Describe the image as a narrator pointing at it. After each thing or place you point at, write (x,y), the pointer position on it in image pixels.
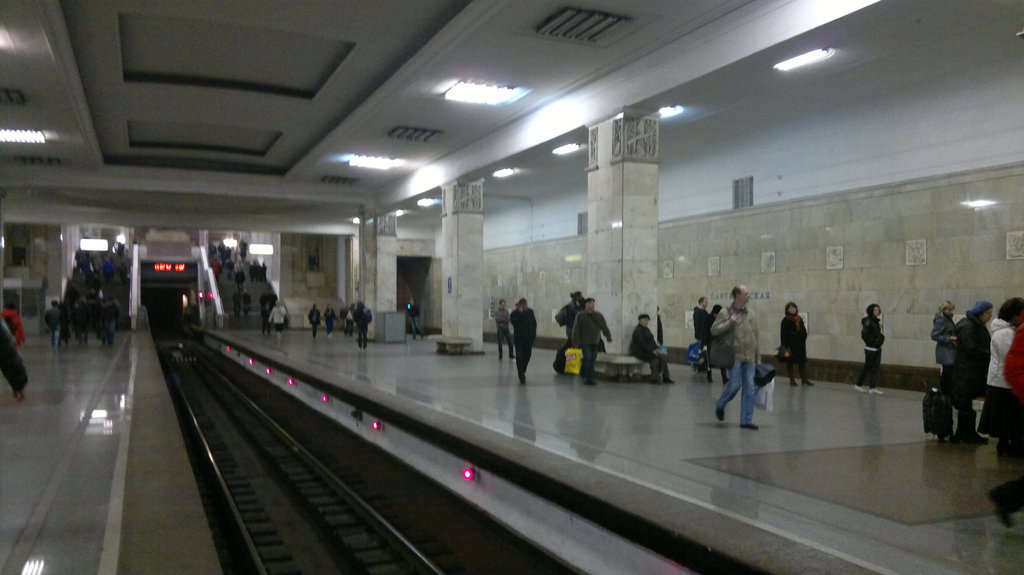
In the foreground of this picture (285,493), there is a railway track (275,482) to which persons (526,356) are walking on either side of the platform (496,389) and we can also see pillars (600,248), wall (547,199), lights (478,99) and stairs (244,285).
